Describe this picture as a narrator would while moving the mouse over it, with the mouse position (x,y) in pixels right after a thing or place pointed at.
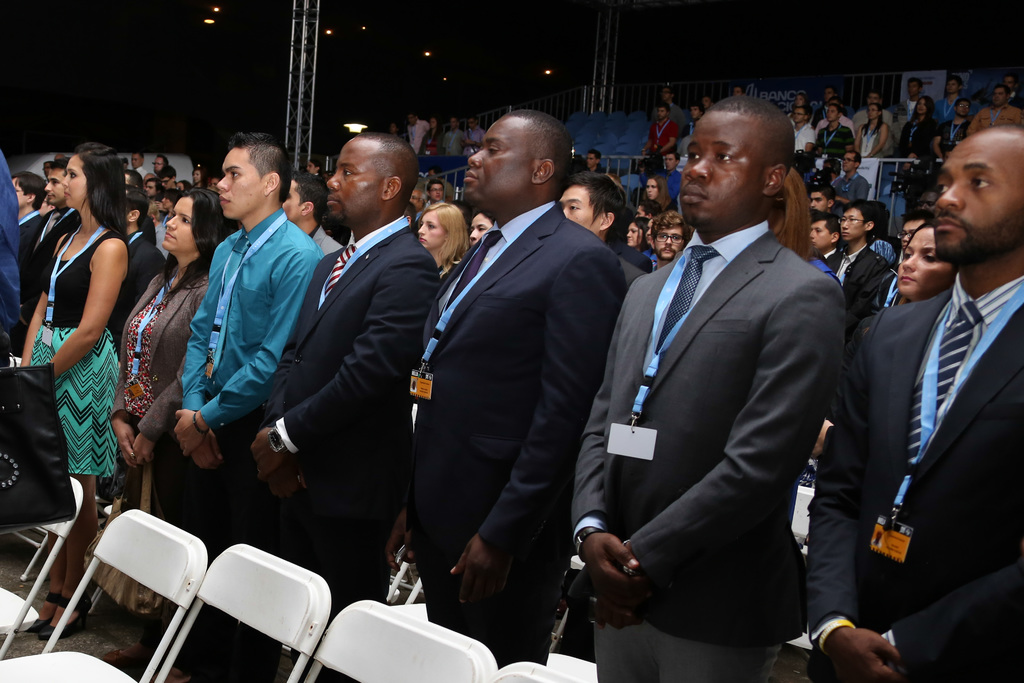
In this image we can see these people (329,480) wearing blazers (476,291) and identity cards (1005,311) are standing on the floor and also we can see a few more people (609,193) here and we can see chairs (382,677) here. The background of the image (294,92) is dark where we can see barrier gates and iron pillars (292,107).
